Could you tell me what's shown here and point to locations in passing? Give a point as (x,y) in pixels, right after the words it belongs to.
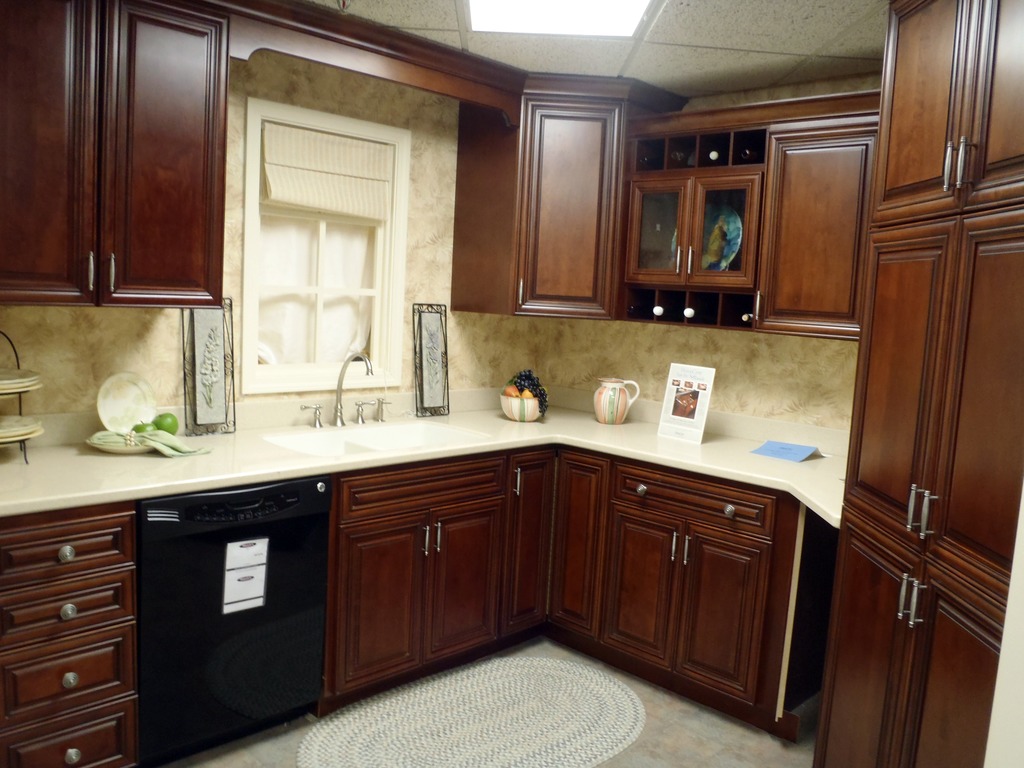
This image is taken inside a room (340,514). There is a platform (37,491) on which there are objects (618,422). there are cupboards (212,186). There is window (327,180). At the top of the image (618,58) there is a ceiling (725,29) with lights (507,23). To the right side of the image (954,683) there is a cupboard (969,662).
